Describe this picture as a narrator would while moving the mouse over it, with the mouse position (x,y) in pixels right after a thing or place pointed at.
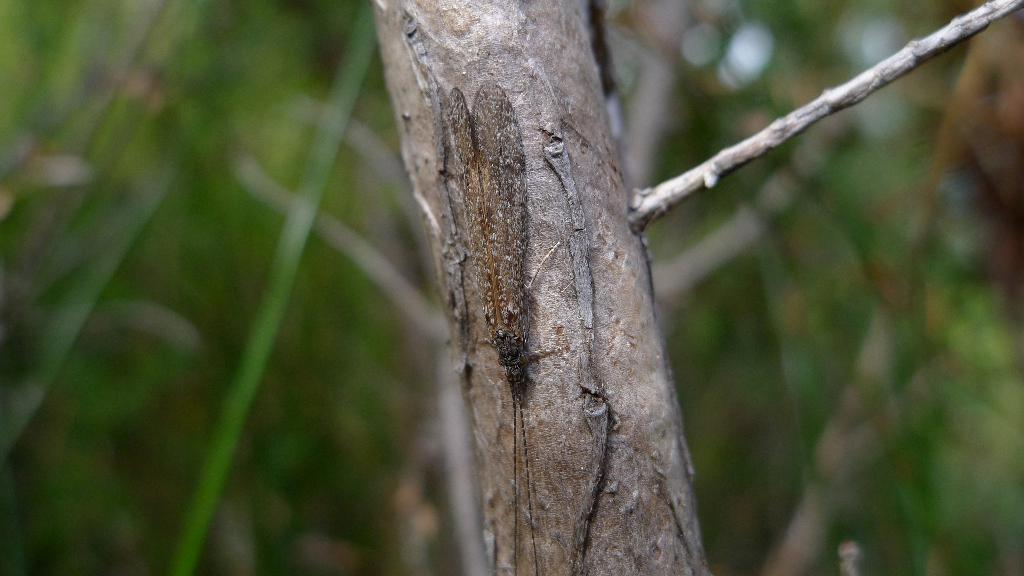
In this picture I can see there is a insect (517,255) on the trunk (533,274) of the tree (569,275), it has wings (477,200) and there is a twig (663,196) on to right side (804,102) and the backdrop (807,356) is blurred.
